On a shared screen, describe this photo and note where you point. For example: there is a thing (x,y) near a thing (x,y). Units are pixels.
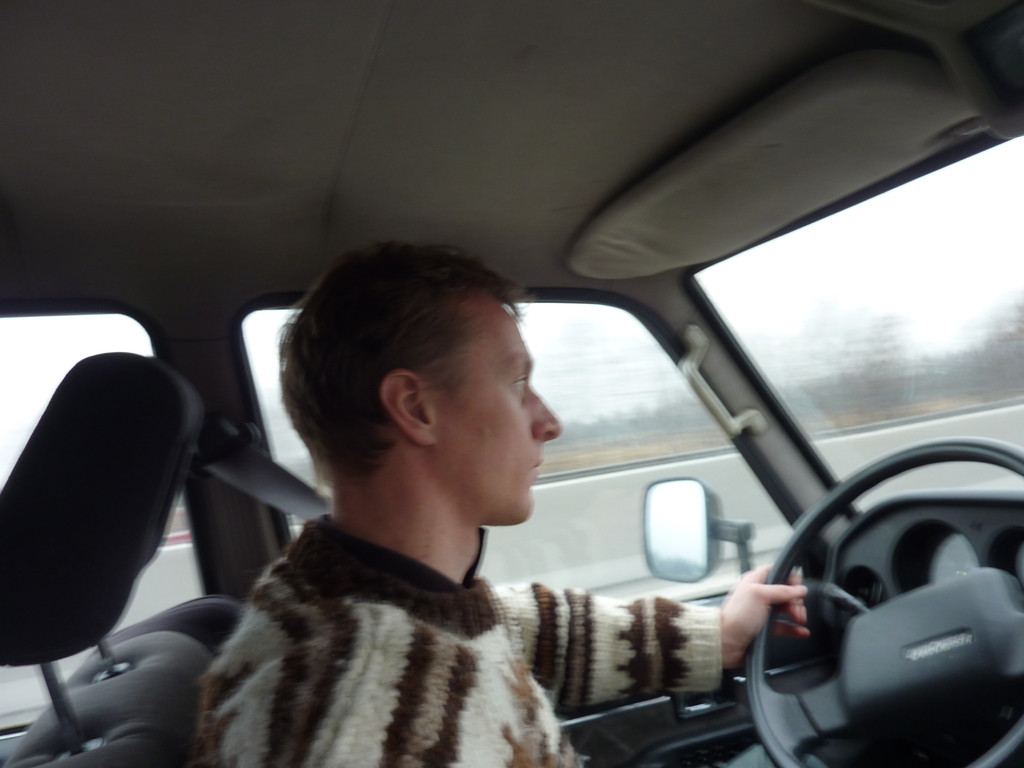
In this image we can see a person (438,627) driving a car (706,255) and blurry background (817,381).
